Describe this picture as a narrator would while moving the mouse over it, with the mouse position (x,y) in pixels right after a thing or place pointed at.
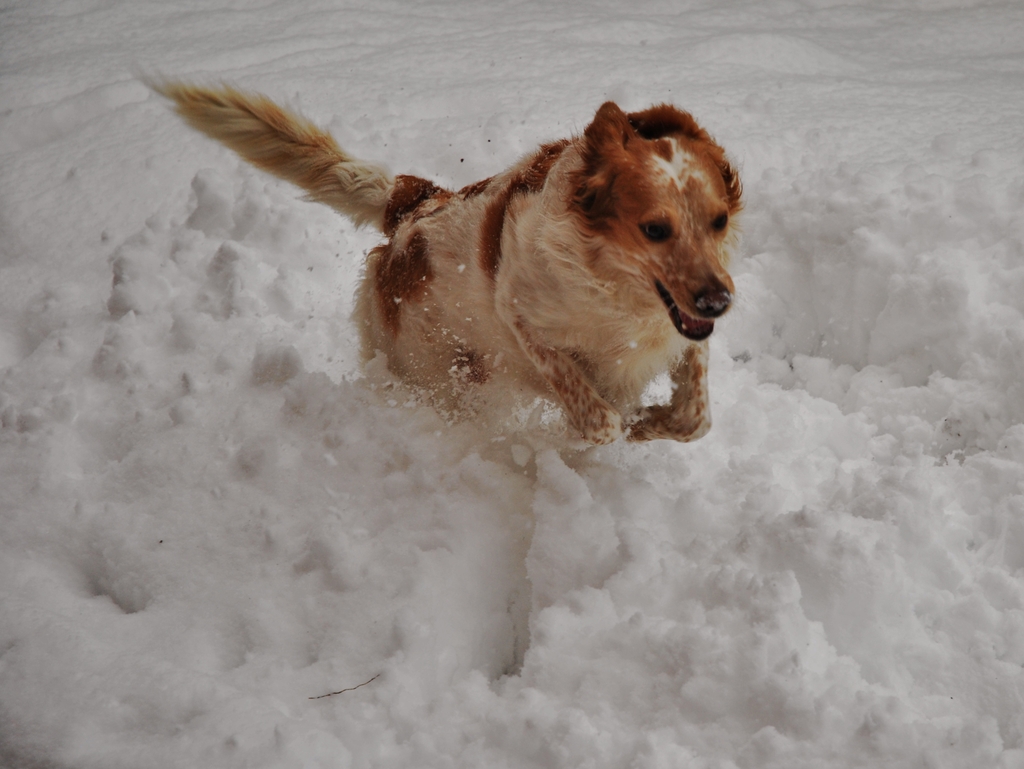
In this image in the center (520,380) there is a dog (532,313) and there is white colour object (619,631).
